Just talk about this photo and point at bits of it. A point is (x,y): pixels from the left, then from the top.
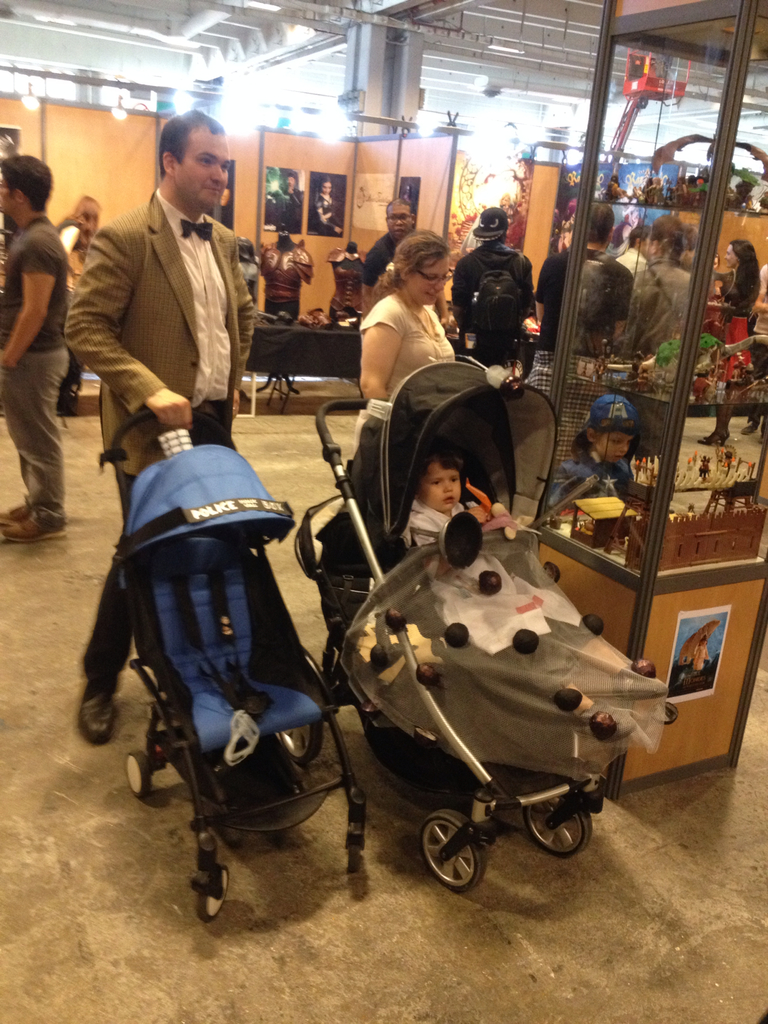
In this image we can see one man (138,298) is standing. In front of him, we can see two strollers (401,655). In one stroller (592,670), baby (434,497) is present. In the background of the image (21,249), we can see people (434,262), mannequin (347,279) and frames (310,177) are attached to the wall (245,183). At the top of the image (203,28), we can see the roof (264,35). On the right side of the image (680,306), we can see glass cupboard (692,133). In the cupboard (680,590), show pieces (683,481) are arranged.
